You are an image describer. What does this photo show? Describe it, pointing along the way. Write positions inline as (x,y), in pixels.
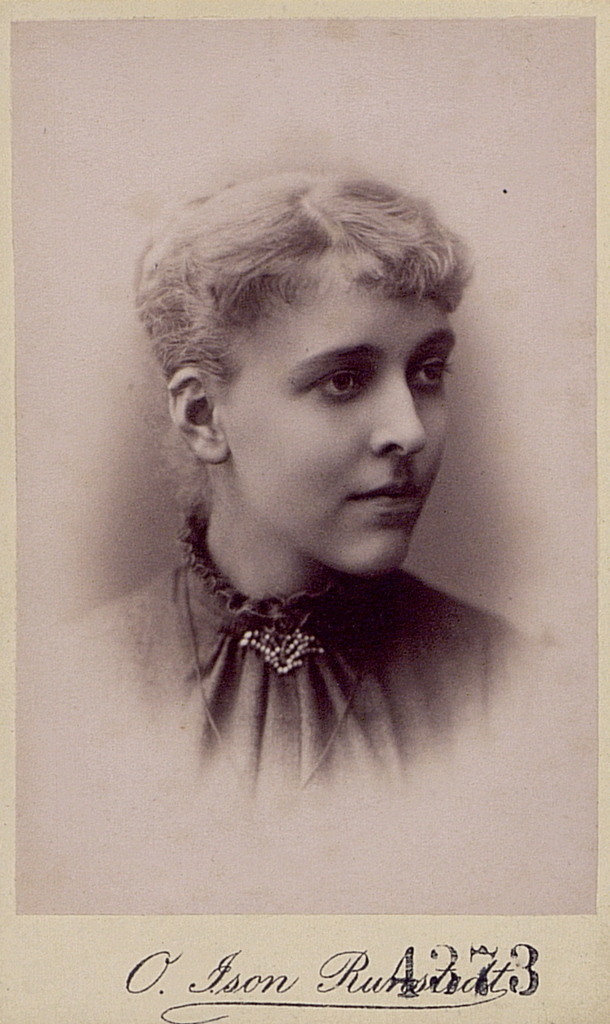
In this image, we can see a poster (307,727) with some image (357,850) and text (310,970).
